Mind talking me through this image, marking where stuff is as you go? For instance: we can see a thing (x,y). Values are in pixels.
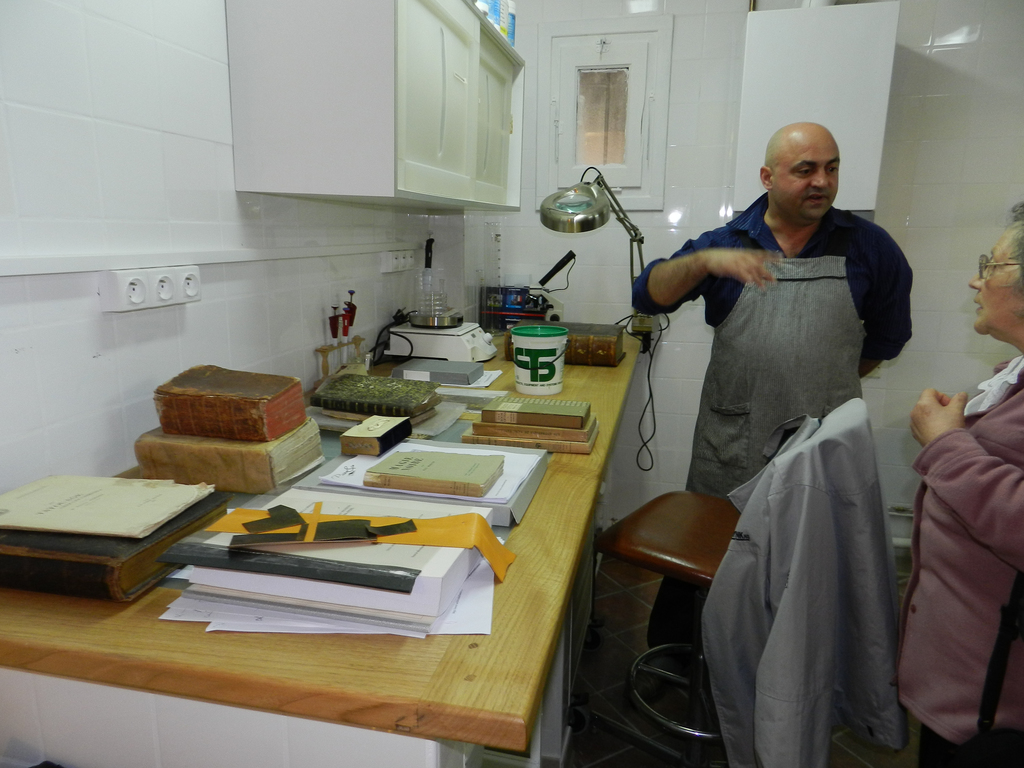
In the right side (819,344) a man (855,309) is standing, talking. In the left side (325,561) there are books (468,557).
